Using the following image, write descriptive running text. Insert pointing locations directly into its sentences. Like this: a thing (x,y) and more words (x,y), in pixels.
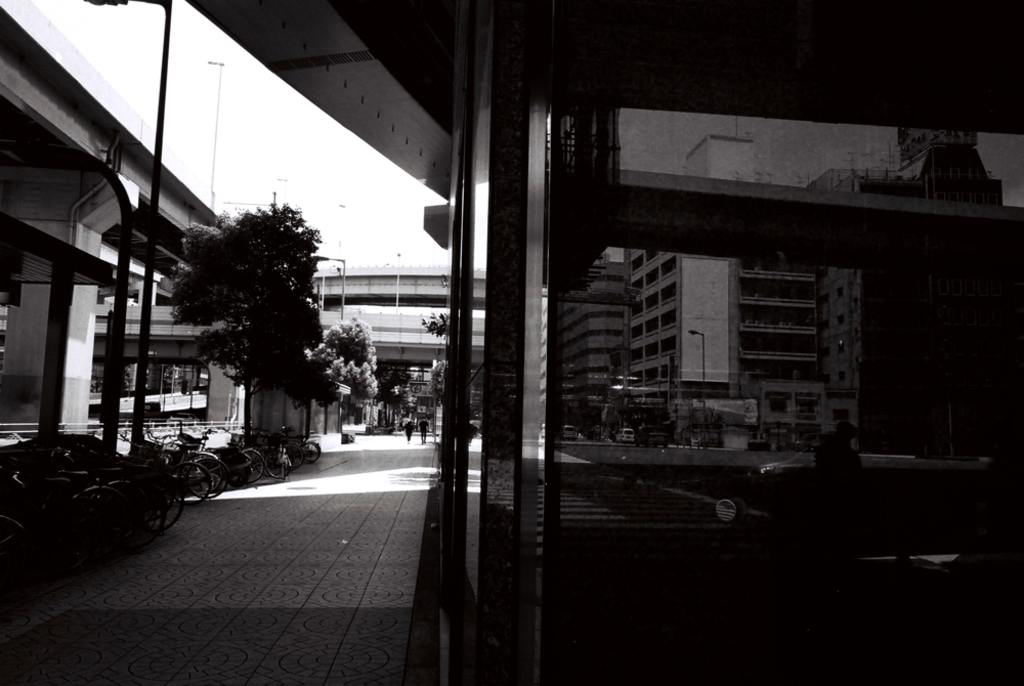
This is a black and white pic. On the left (177,519) there are bicycles (121,474), on the right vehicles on the road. In the background (421,389) there are trees (338,379), light poles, bridges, buildings (576,358), windows (782,337), a hoarding (718,345), few persons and there are other objects (573,219) but not clearly visible.
